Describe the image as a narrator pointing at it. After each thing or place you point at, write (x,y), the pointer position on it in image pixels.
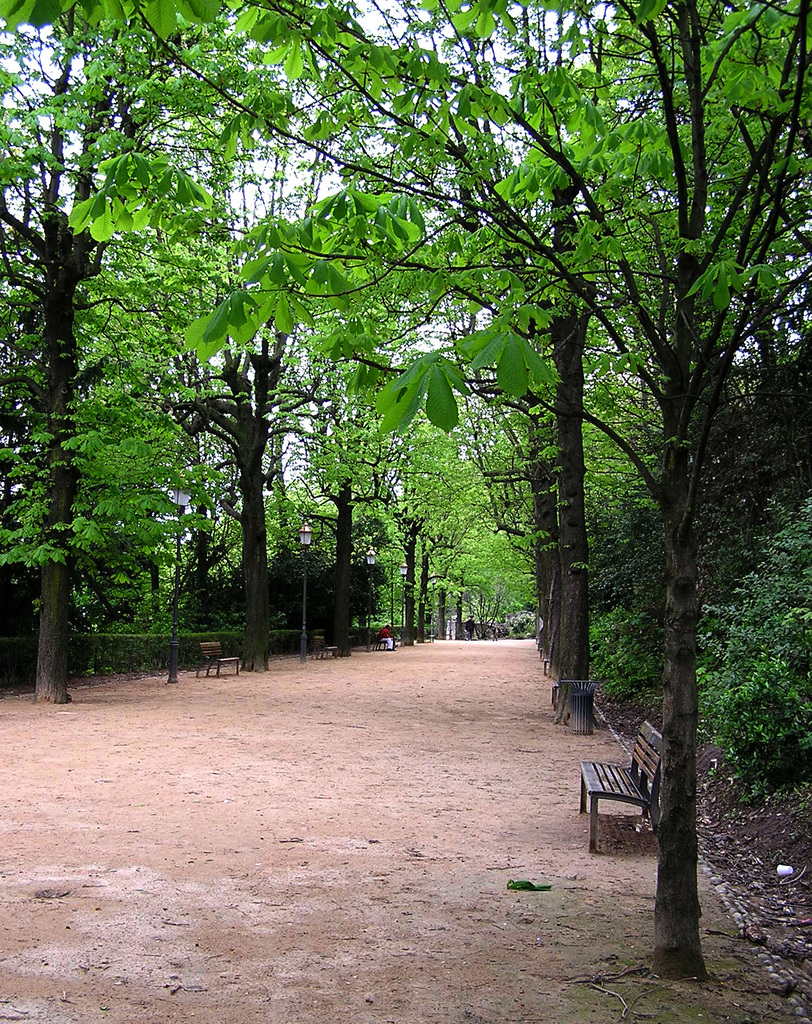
This image is taken outdoors. At the bottom of the image (348,926) there is a ground (292,827). In the middle of the image (389,437) there are many trees (528,517) and plants (752,759) on the ground (719,799) and there are a few empty benches (582,784).
